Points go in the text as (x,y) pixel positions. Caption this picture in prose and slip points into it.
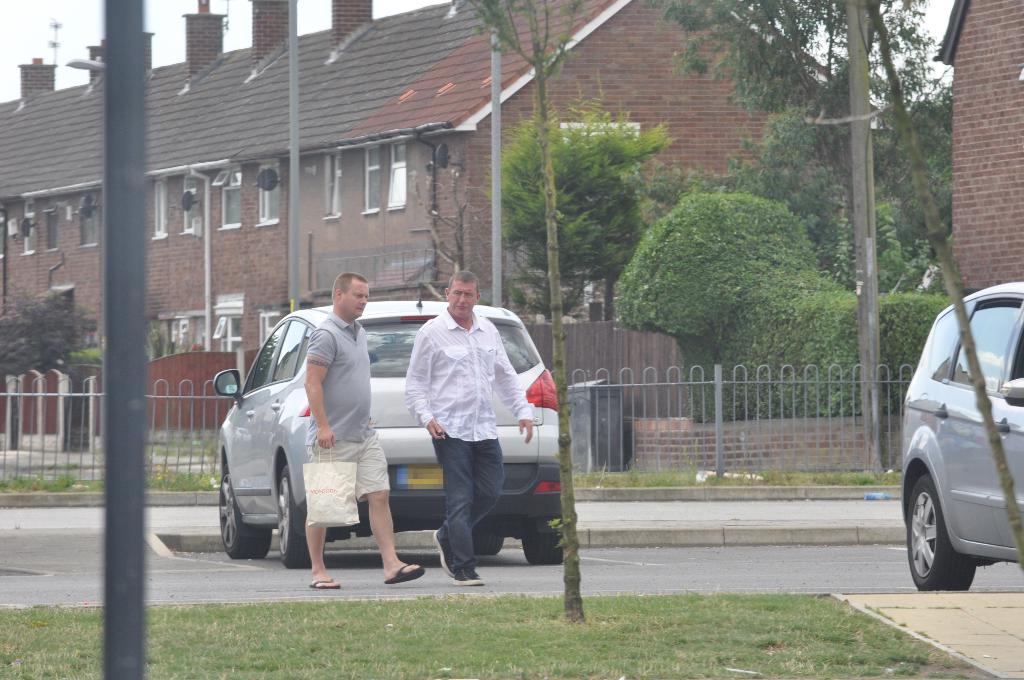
This is a picture taken outside a city. In the foreground of the picture (199,446) there are cars (284,436), men (498,441), trees (556,386), grass (738,606), road (95,597), footpath (590,521), railing (3,428) and a pole (122,238). In the center of the picture (495,300) there are trees (43,335), grass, building (240,218), windows (235,201), poles (294,197) and chimney (202,38). On the right (953,233) there is a brick wall (996,204).
